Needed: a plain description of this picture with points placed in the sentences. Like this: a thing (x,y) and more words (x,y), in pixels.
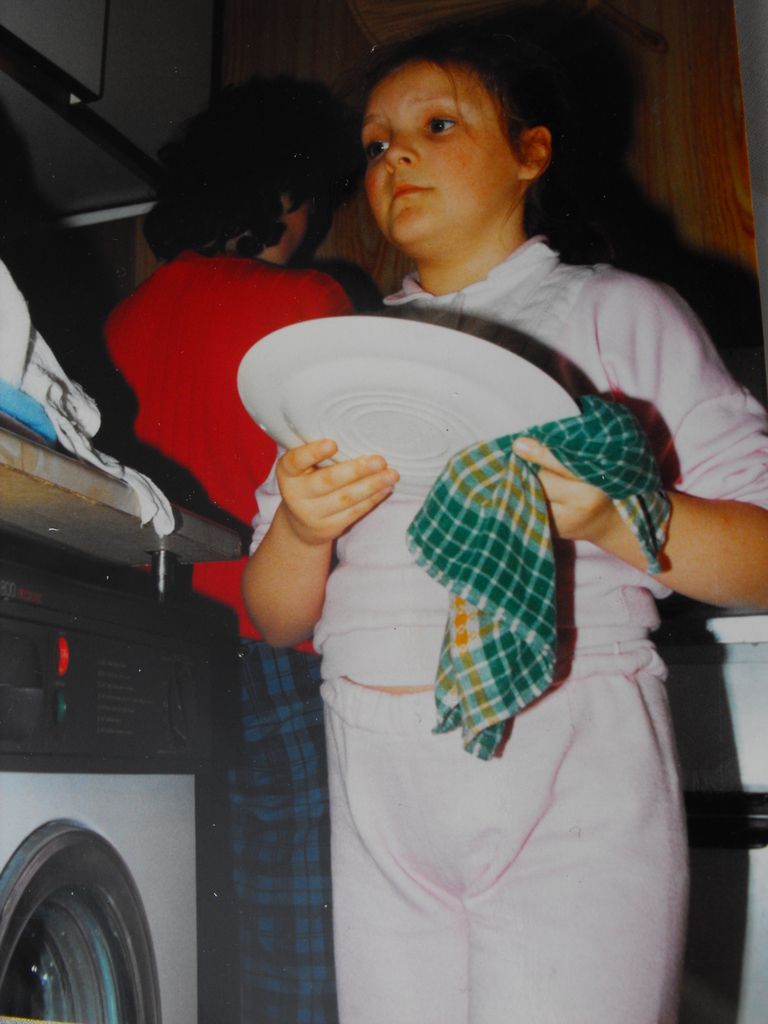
In the picture there are two persons (694,413), one person (699,407) is catching a plate (378,396) and a cloth (640,459) with the hand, there is a washing machine (30,773).
